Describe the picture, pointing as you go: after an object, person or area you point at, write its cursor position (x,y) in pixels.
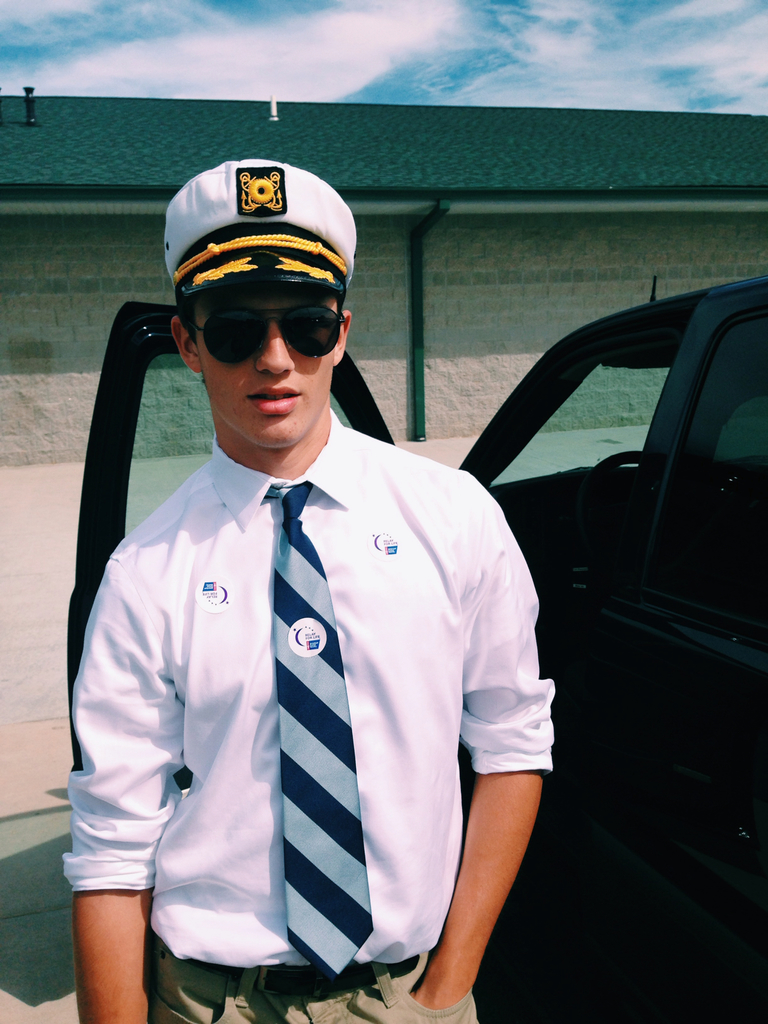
In this image I can see a person (422,647) wearing white colored shirt (425,627) and white, black and yellow color cap (282,222) is standing. I can see a black colored car (563,705) beside him. In the background (512,267) I can see a building (486,259) and the sky (457,82).
